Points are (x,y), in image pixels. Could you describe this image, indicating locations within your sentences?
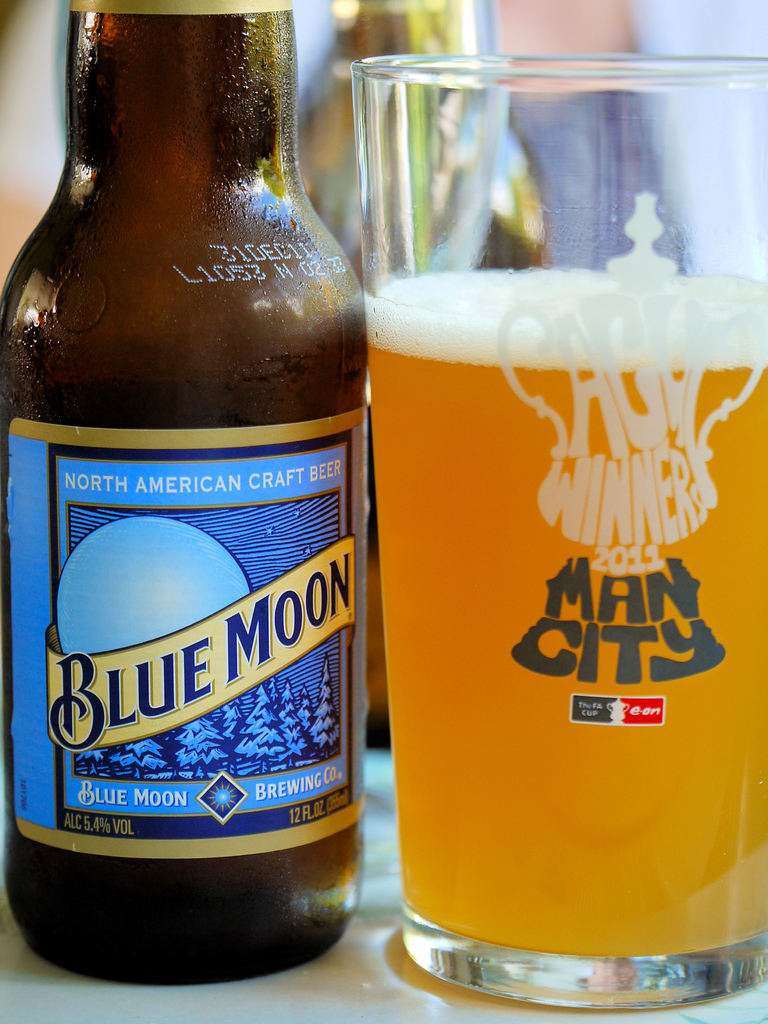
There is a beer bottle (189,541) and a glass (411,437) full of beer (496,551) placed on a table (383,989). This beer bottle (236,780) has a label (196,615) attached to it.
